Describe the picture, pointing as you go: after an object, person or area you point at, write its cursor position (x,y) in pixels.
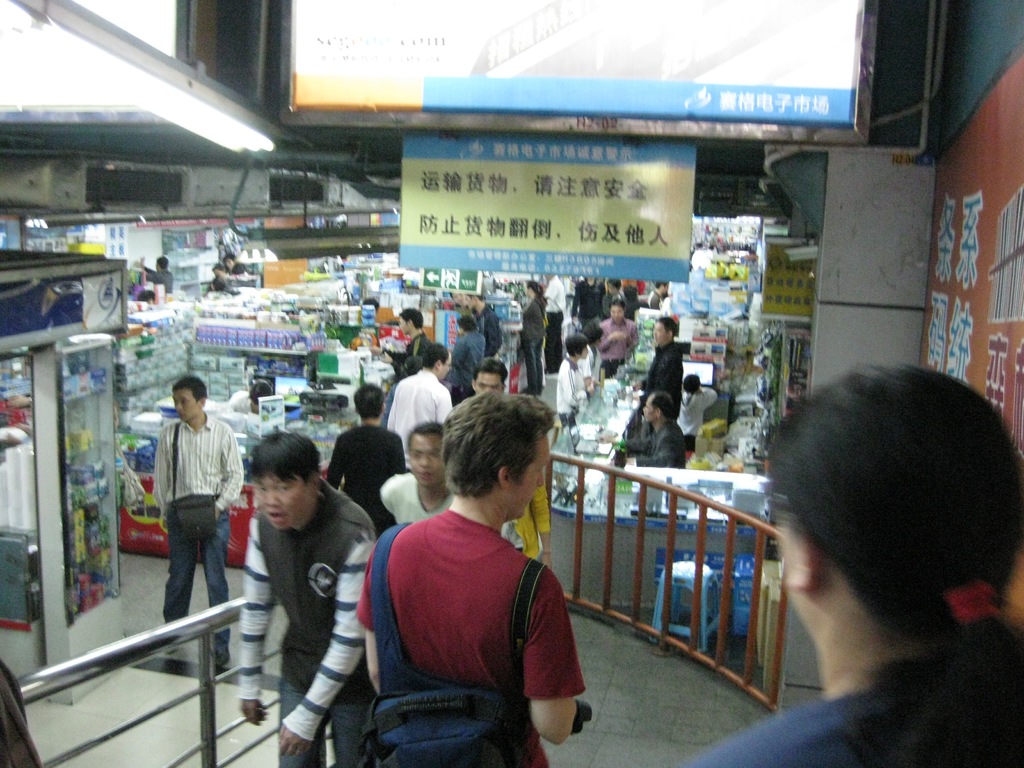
This is inside view of a shop (319,385), where we can see so many people (409,440) are standing, walking and sitting. So many goods (217,350) are kept in racks (758,324). Top of the image (573,174) banner (530,185) is there. right side of the image (993,170). The wall (1000,116) is in orange color with some text (972,273) written on it.
